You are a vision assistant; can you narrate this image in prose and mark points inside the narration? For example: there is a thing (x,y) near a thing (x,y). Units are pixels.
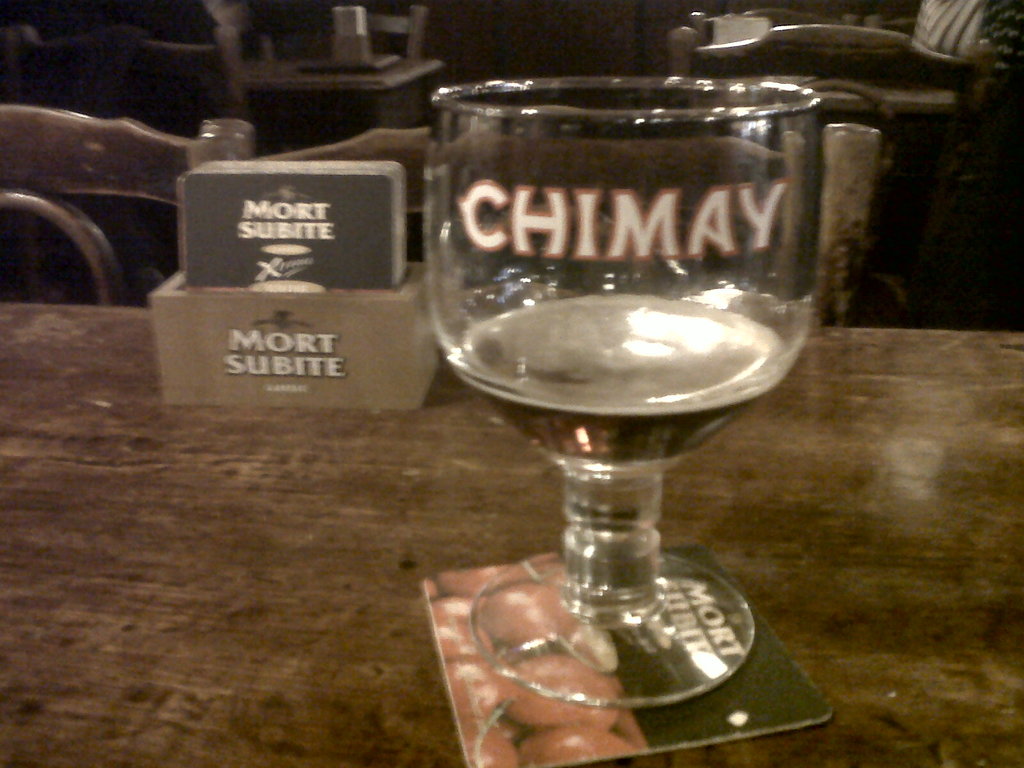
In this image we can see a glass (470,269) with liquid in it on a small card (459,638) on the table (368,612), small cards (264,278) in a box (240,308) and we can see chairs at the table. In the background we can see chairs (115,270) and objects (341,61) on the tables (266,77).
